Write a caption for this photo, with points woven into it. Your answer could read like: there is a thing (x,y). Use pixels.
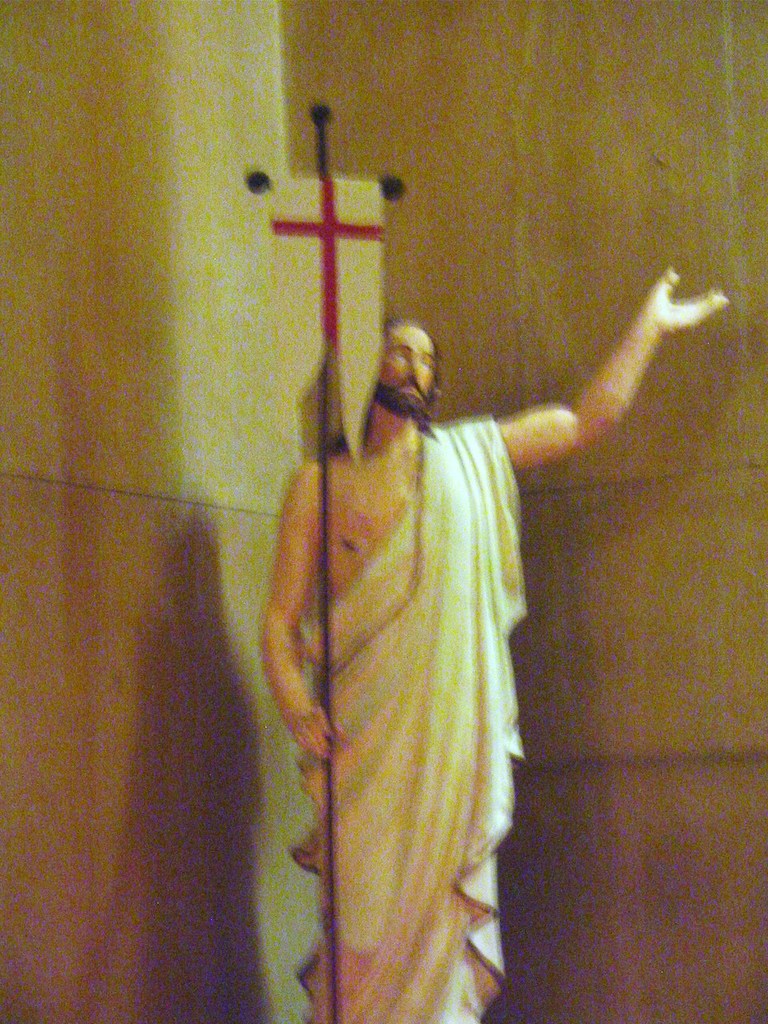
In this image, we can see a statue (485,478) and there is a wall (230,227).
